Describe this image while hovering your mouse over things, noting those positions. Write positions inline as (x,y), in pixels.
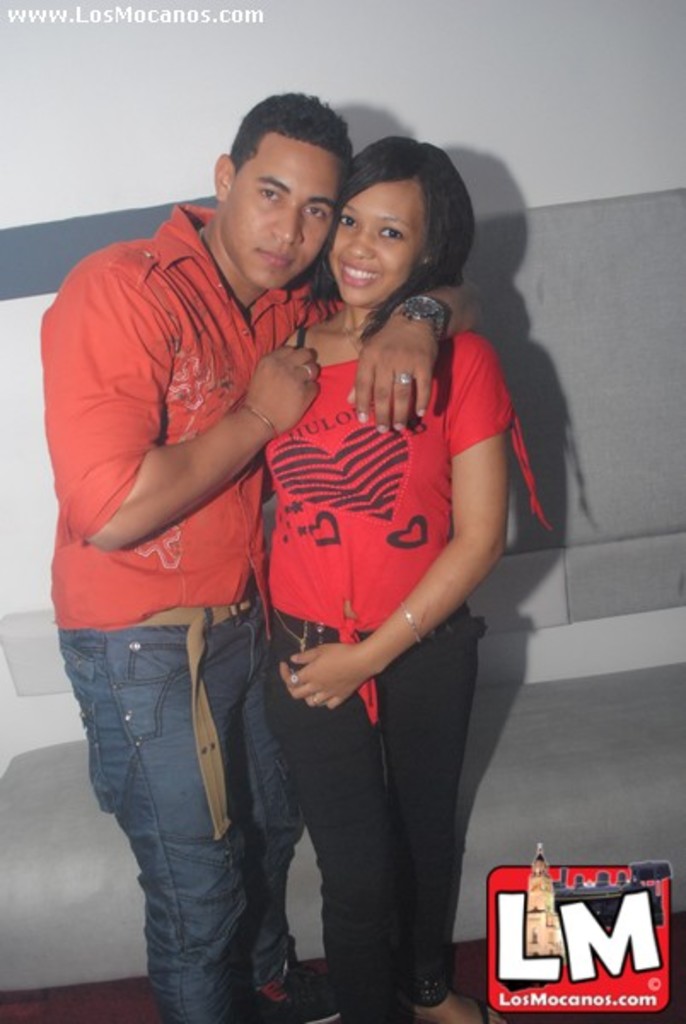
In the image we can see a man (224,379) and a woman (287,437) standing, they are wearing clothes (256,523). The man (256,523) is wearing a wrist watch (410,306) and a finger ring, this is a bracelet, watermark (512,964), wall (607,506) and a floor (469,961).
